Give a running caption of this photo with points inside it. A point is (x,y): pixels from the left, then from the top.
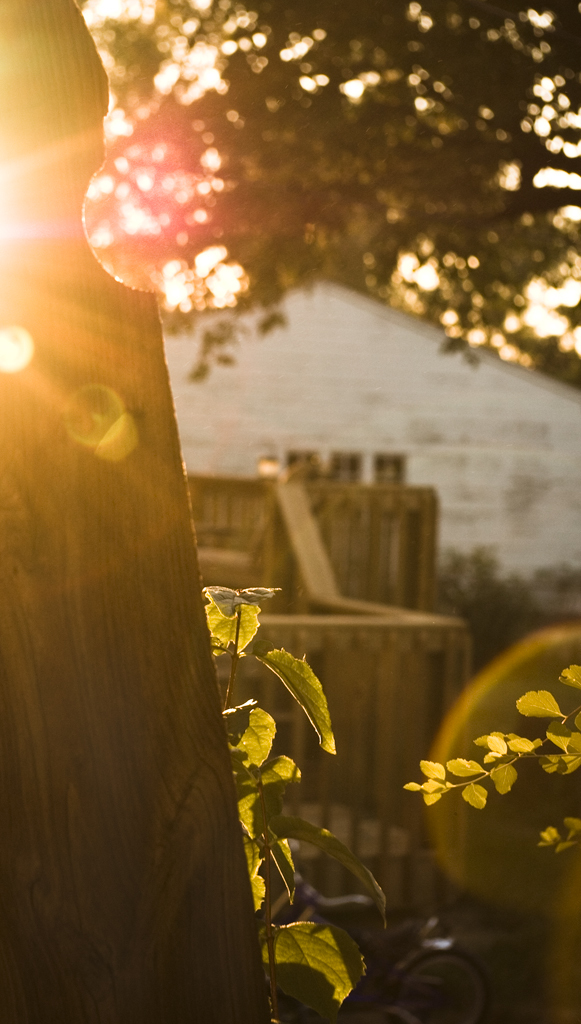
This image is clicked outside. There is a tree (226,218) at the top (226,218). There are plants (257,818) at the bottom (364,874).
